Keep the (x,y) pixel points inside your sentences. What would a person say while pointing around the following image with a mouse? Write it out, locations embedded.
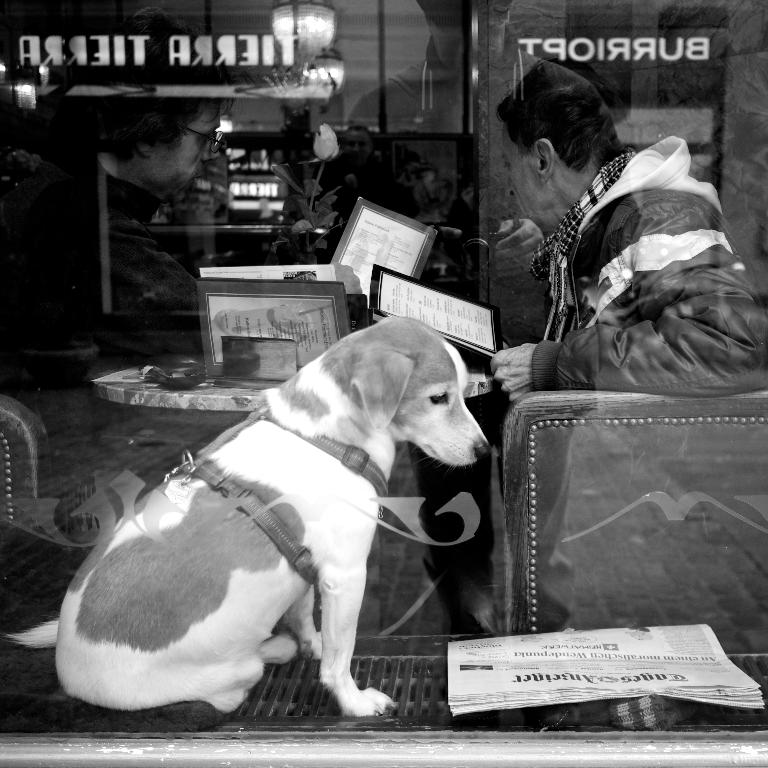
This is a black and white image. There is a chair (689,523) on the right side (529,229) and a person (677,357) is sitting on it is holding someone book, a table (481,389) is in front of him. There are so many books (263,322) on the table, there are lights (303,54) on the top (326,32) and there is a dog (169,529) in the middle (405,394) which has belt (271,528), there is a newspaper (582,680) in the bottom right corner (582,665).
